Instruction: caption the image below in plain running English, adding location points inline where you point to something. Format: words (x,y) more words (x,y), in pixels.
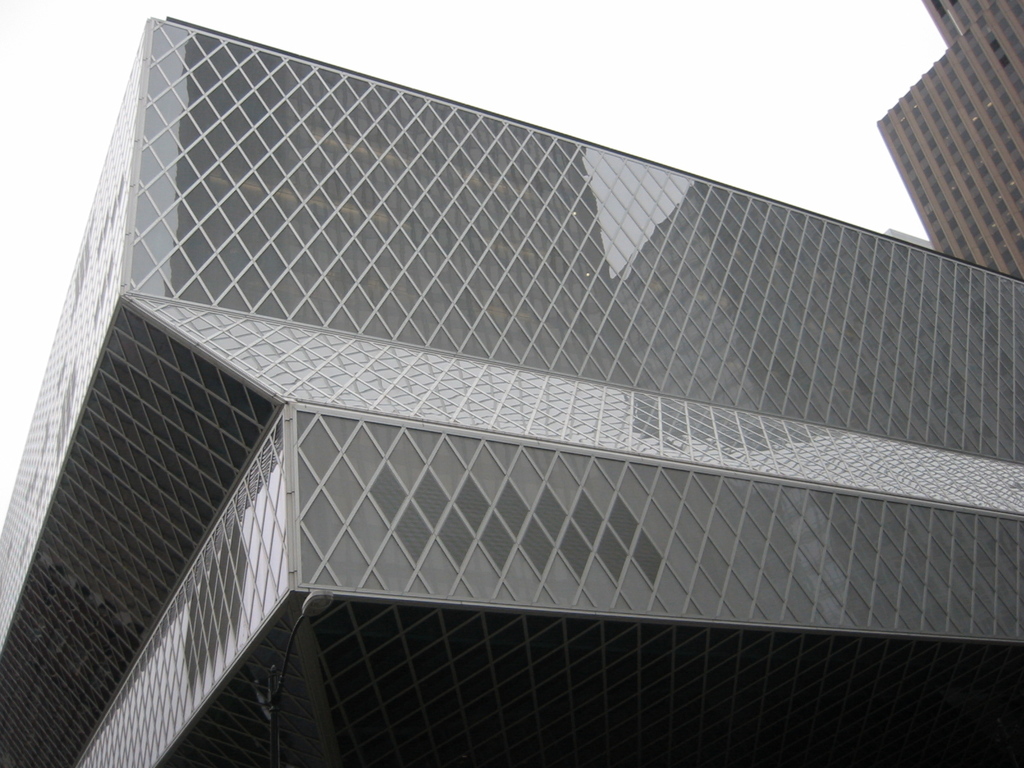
In this picture I can see buildings (542,444) and sky (582,74). This picture is in color.
